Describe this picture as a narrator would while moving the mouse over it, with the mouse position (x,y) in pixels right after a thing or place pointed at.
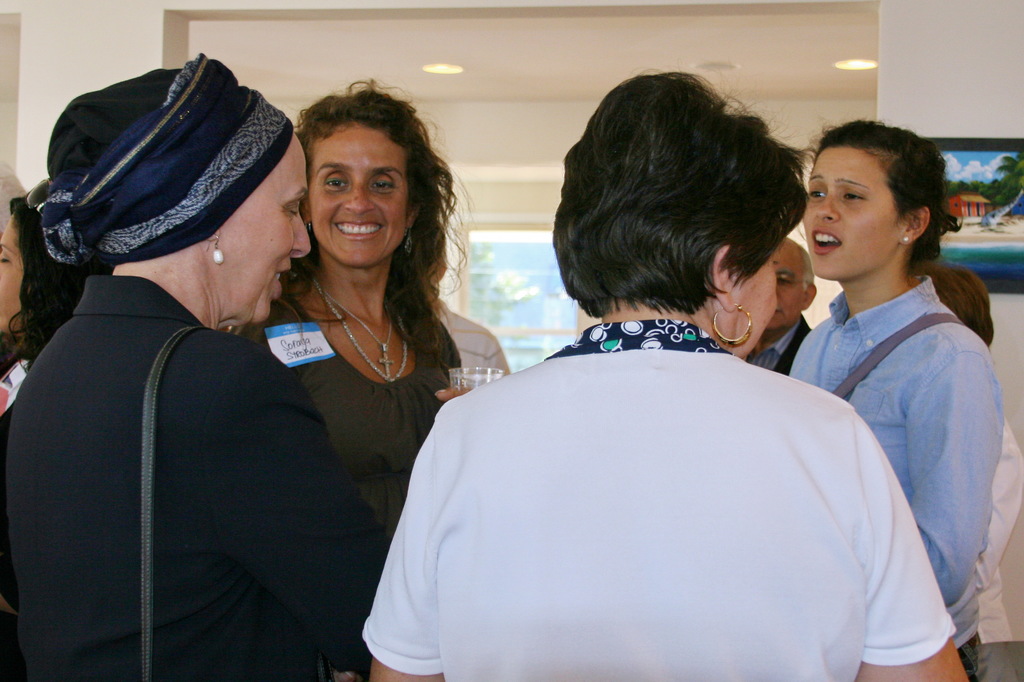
In this picture I can see group of people (59,120) standing, there is a person (455,388) holding a glass (462,370), and in the background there is a frame (1022,287) attached to the wall (997,342) and there are lights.
